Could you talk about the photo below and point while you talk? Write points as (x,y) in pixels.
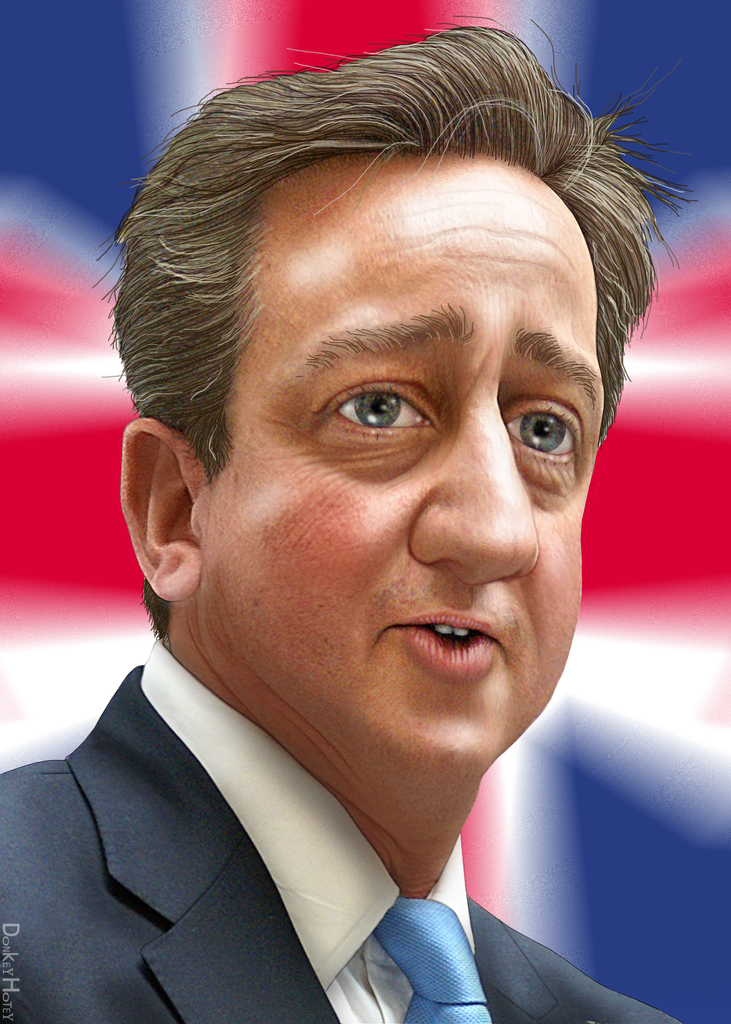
This is an animated image of a person (300,701) wearing a blazer (205,923), shirt (304,927) and tie (394,931), and the background (29,36) is blurred. At the left bottom (8,958) we can see watermark (16,969).
